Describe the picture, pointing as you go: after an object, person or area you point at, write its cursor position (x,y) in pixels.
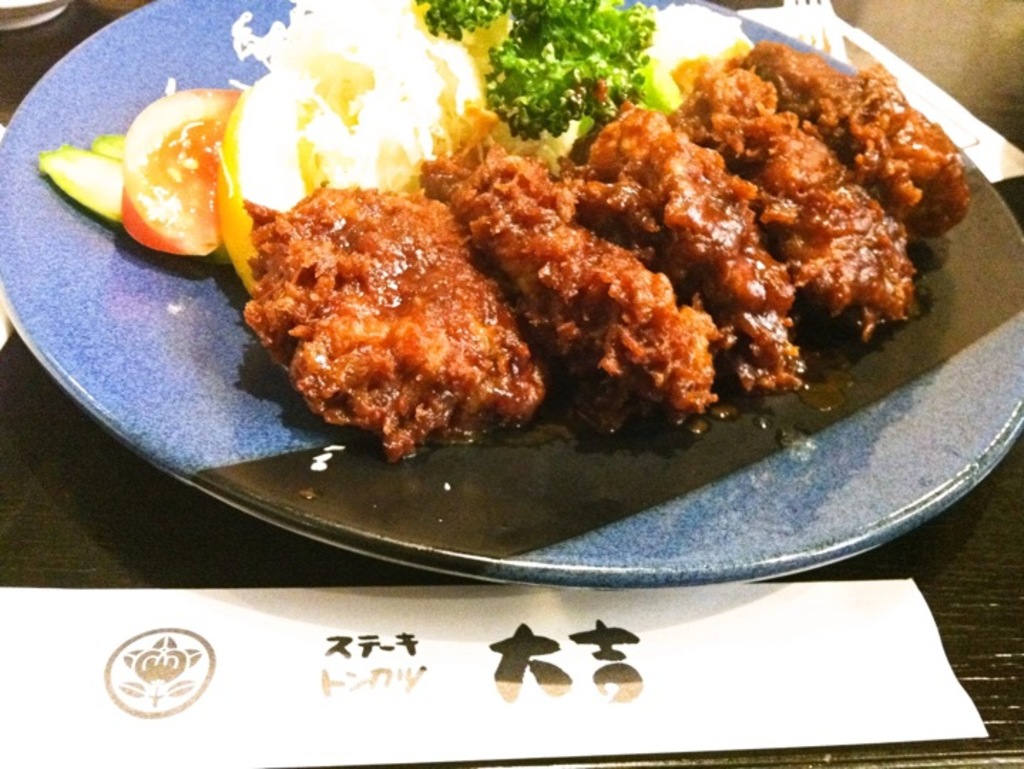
Here we can see food items (331,186) in a plate (184,414) on a platform (359,767) and at the bottom (329,725) we can see a text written on a paper (429,741) on a platform (494,768) and at the top (922,92) there are objects (918,104) and fork (807,33) on the platform (561,757).
